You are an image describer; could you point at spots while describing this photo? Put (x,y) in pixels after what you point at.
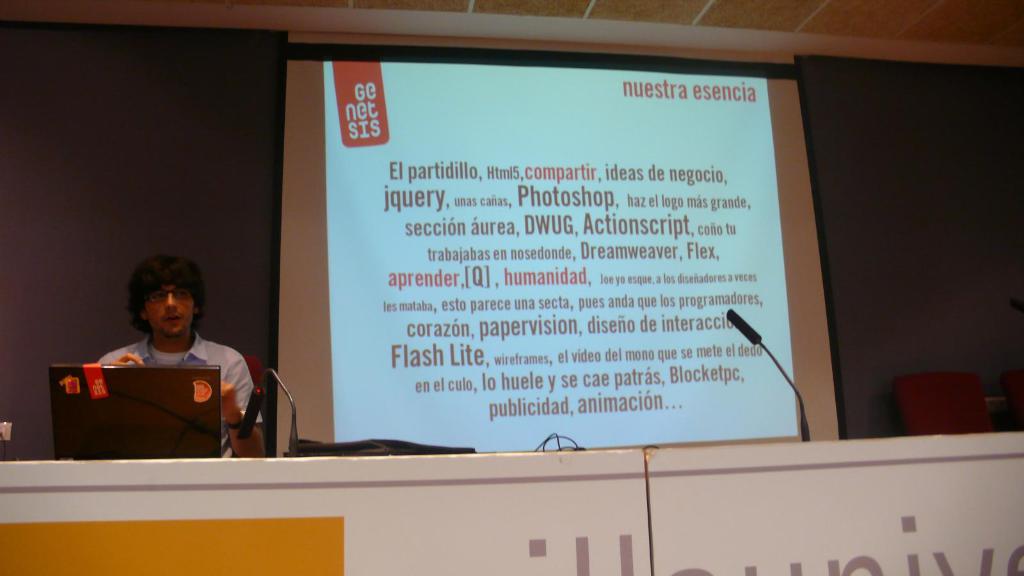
In this picture we can see a man (116,363) is sitting on a chair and in front of the man (226,424) there is a monitor (175,409) and microphones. Behind the man (182,321) there is a projector screen (585,169) and a wall (148,108). On the right side of the man (184,339) there are chairs (946,403).
